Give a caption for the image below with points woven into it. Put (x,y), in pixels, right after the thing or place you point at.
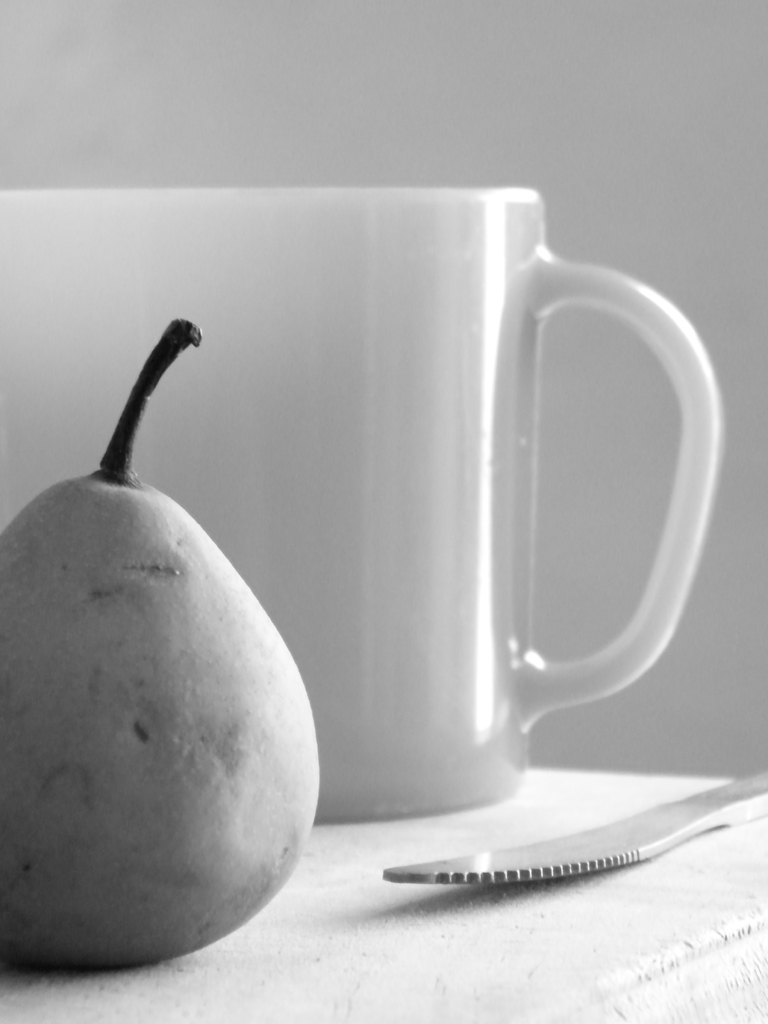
In this image we can see pear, cup (366,501) and knife (498,863) placed on the table (496,900).
